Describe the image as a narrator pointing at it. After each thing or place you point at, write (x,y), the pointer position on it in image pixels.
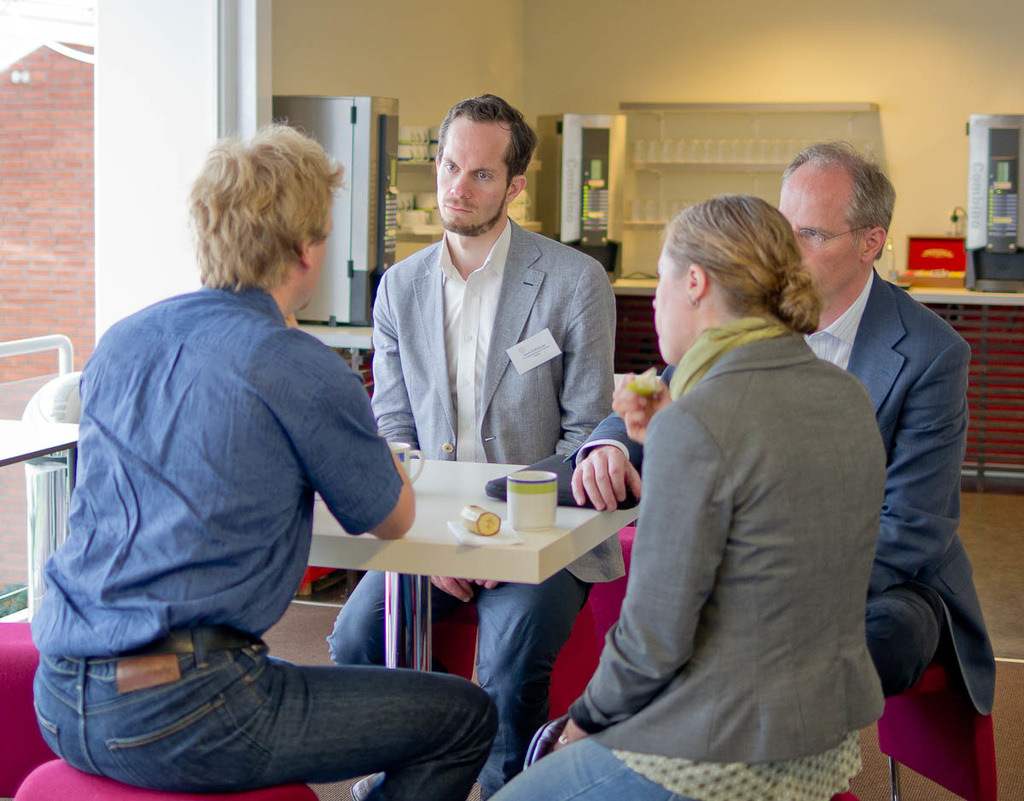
There are four people (427,374) who are sitting around the table (401,554) and discussing between them. There is a cup (541,493) on the table (494,560). At the back side (634,78) there is wall (671,53) and shelf (648,157) full of glasses (758,140) and cups (416,147).
